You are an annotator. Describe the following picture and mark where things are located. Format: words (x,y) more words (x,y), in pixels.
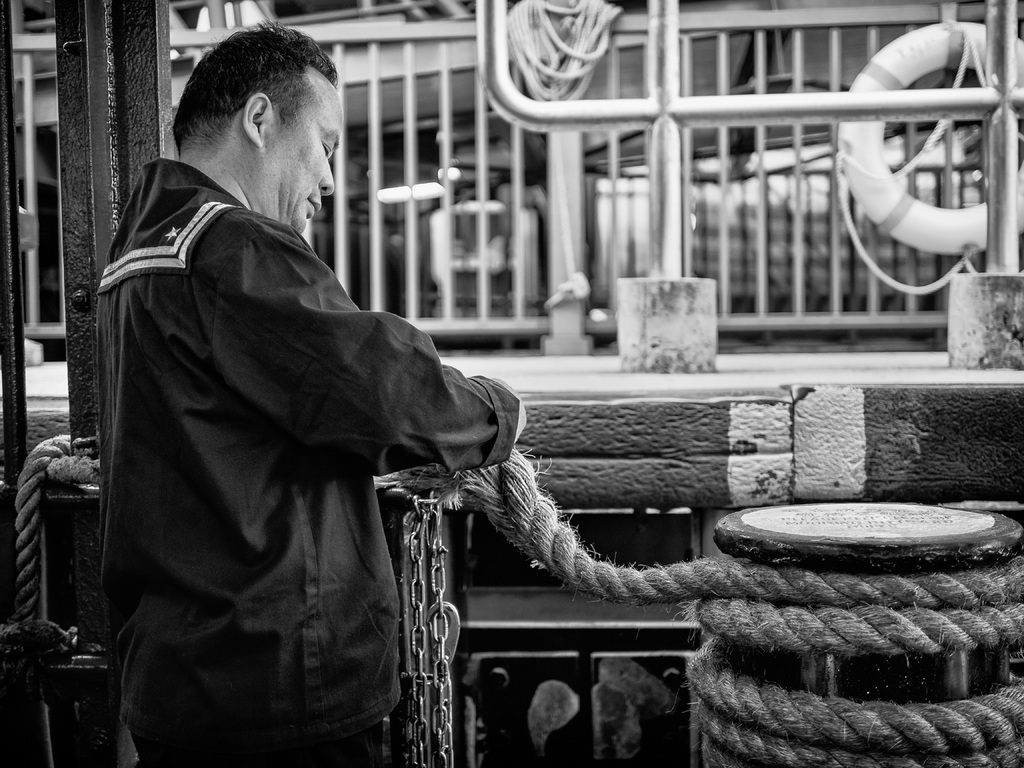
In this picture I can observe a person (262,375) holding a rope (402,479) in his hand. There is a chain (440,564) in front of him. I can observe railing (836,216) in the background (443,135). This is a black and white image.
